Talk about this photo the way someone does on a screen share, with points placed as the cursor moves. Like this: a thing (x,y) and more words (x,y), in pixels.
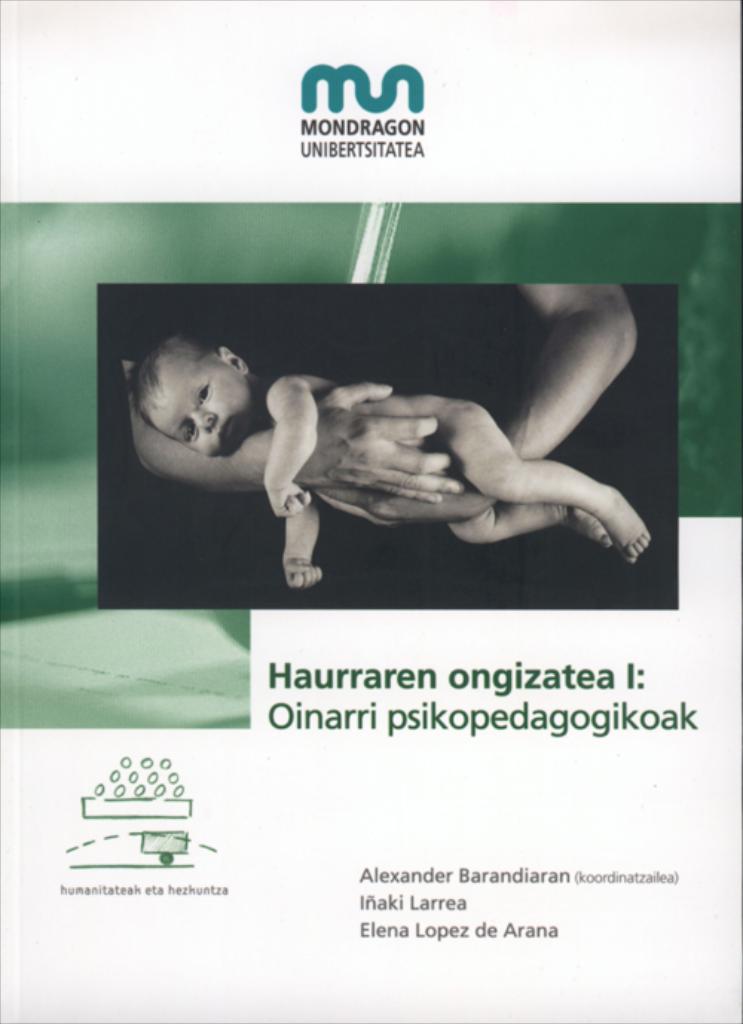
The picture is a poster. In the center of the picture (478,412) we can see a person (579,392) holding a baby (298,458). At the bottom (66,892) there is text (363,723). At the top (337,97) there is text (340,144) and logo (337,88).
